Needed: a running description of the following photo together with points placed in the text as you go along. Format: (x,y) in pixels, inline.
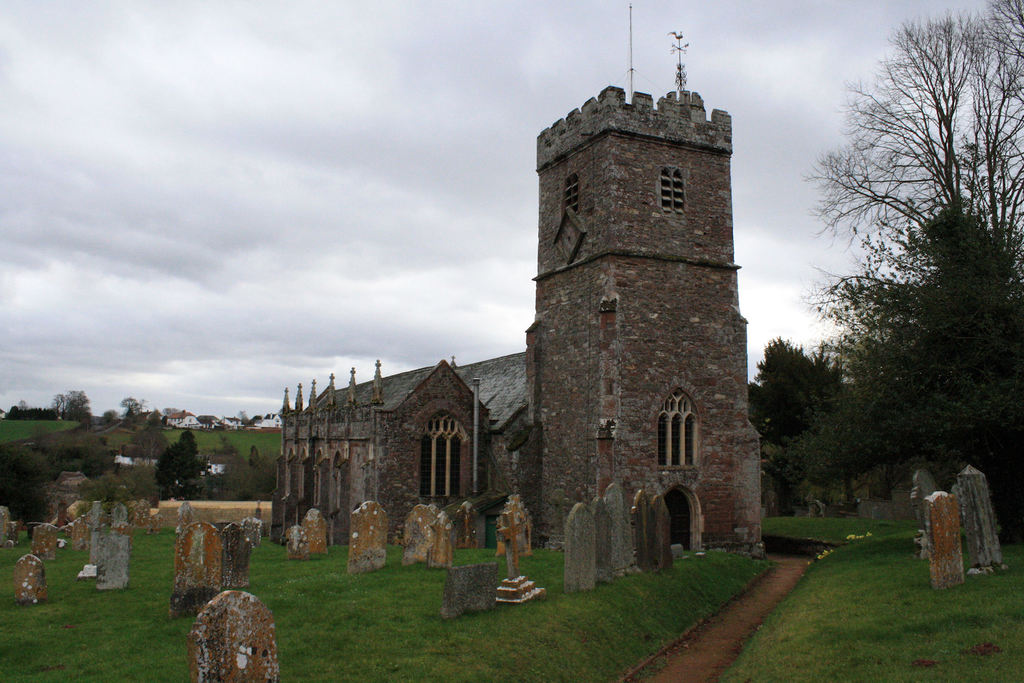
In this image we can see a building (558,331) with windows (663,440). We can also see a group of grave stones (518,528), grass (697,594), the pathway (726,619) and a group of trees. On the backside (256,423) we can see some buildings (275,425) and the sky (335,346) which looks cloudy.
